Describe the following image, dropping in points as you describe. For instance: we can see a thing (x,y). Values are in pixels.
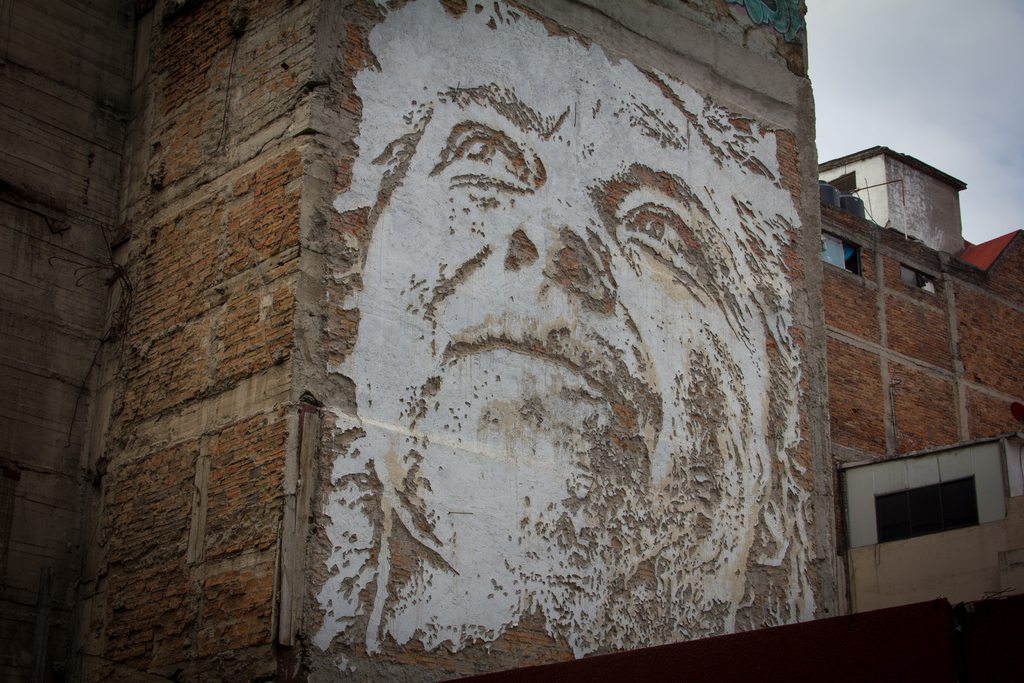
In this picture we can see an image of a person's face (691,200) on the wall (472,152), building (922,247), windows (840,260), some objects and in the background (872,104) we can see the sky (916,86).
